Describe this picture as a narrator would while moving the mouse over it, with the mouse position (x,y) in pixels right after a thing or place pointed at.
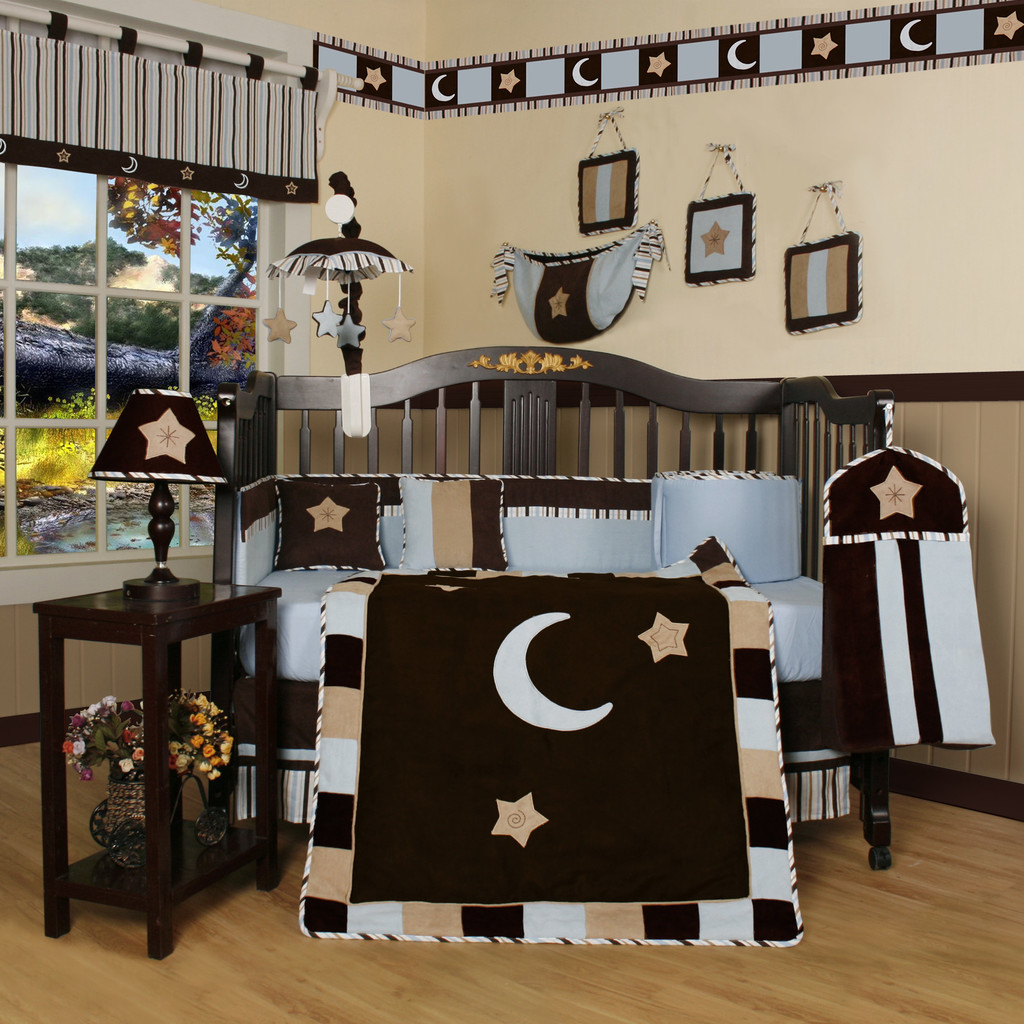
In this picture we can see a crib (565,693) and a table (163,624) in the front (102,630), there are pillows (760,522) on the crib (663,522), there is a light (163,518) on the table (247,607), at the bottom (209,776) there is a flower vase (127,796), in the background (930,197) there is a wall (883,191), we can see some bags (614,218) on the wall (650,198), on the left side (149,338) there is a window (81,373), from the window (77,378) we can see plants (75,280) and the sky (78,231).
